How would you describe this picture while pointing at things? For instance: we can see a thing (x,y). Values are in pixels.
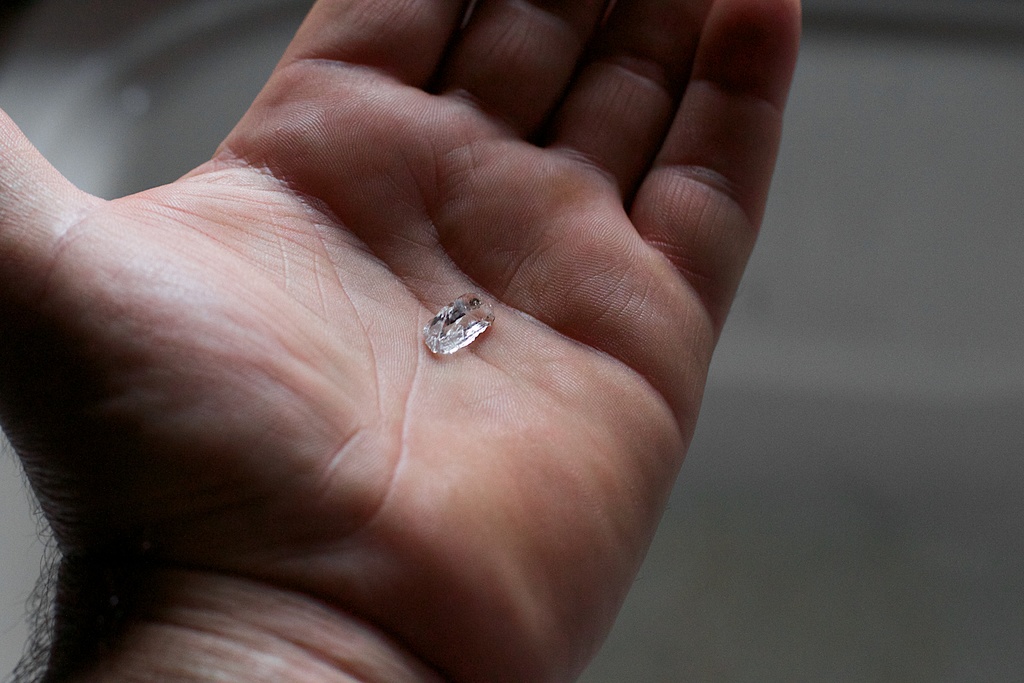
We can see small white object (446,316) on hand (472,255). In the background (883,30) it is blur.
